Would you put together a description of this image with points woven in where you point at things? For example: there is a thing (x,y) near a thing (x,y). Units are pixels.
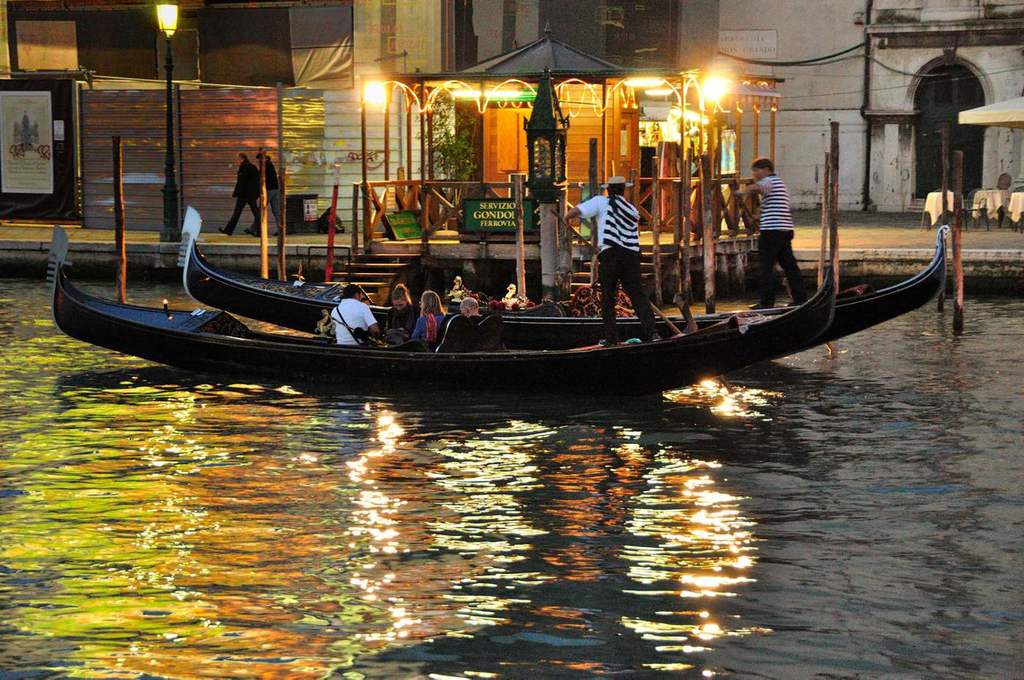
As we can see in the image there is water (419,484), few people (767,172) here and there, boats (633,367), buildings (61,42) and street lamps (171,20). On the left side (31,123) there is a banner (32,141).
